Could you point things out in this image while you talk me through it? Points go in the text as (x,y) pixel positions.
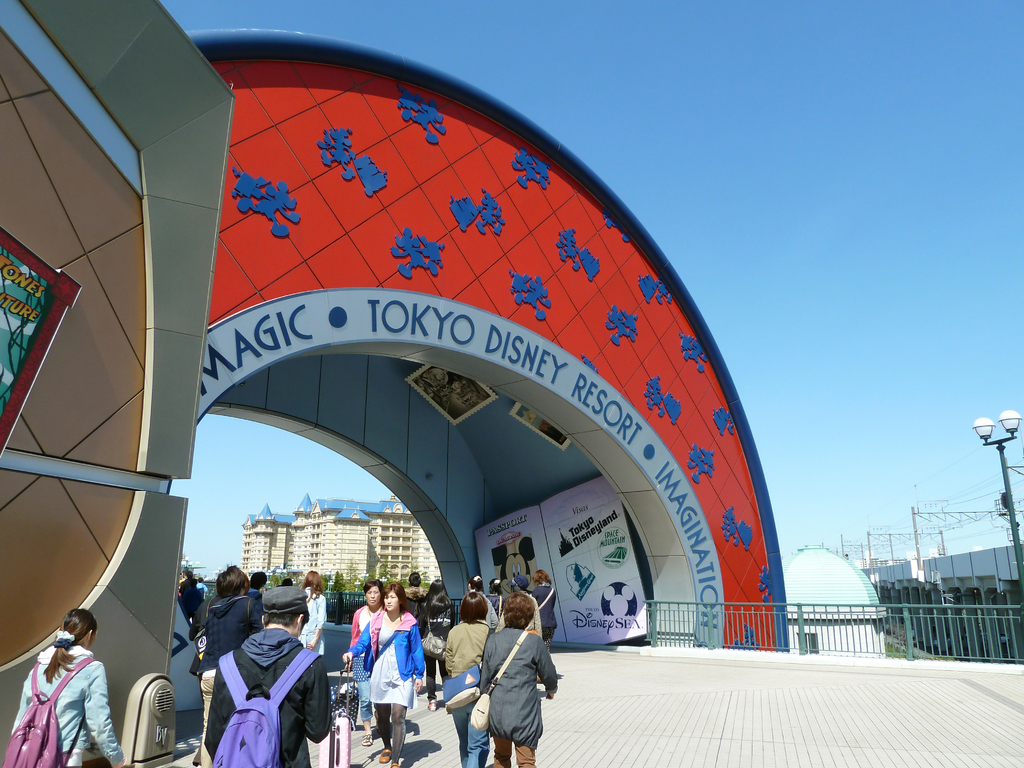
This image is taken outdoors. At the top of the image (474,34) there is the sky (880,116). At the bottom of the image (786,752) there is a floor (752,707). In the background (292,543) there are a few buildings (820,564). On the right side of the image (1006,475) there is a pole (1009,491) with a street light (999,444). There are a few poles (918,545) and wires (959,529). There is a bridge (950,574). There is a railing (993,605). There is a cabin (829,599). On the left side of the image (228,598) a few people (213,694) are walking on the floor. There is a wall (40,229). There is a board (20,313) with a text (18,288) on it. In the middle of the image (404,374) there is an architecture (560,338) and there is a text (242,334) on it. There are a few boards (579,569) with a text (580,615) and a few images (572,576) on them.
